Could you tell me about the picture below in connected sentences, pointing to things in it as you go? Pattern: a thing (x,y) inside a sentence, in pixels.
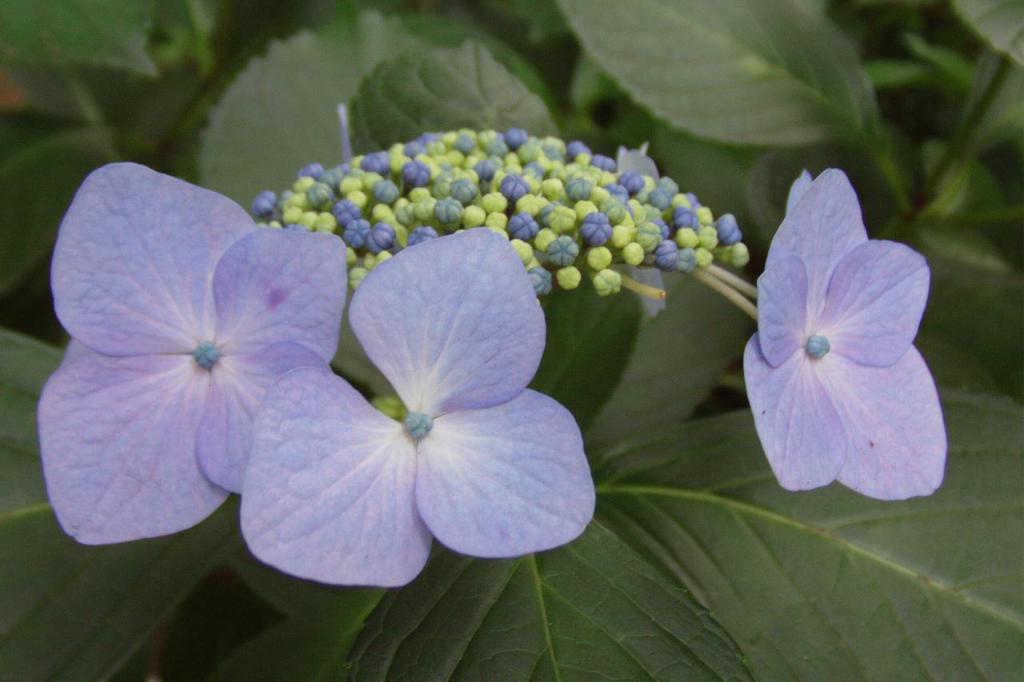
In the image we can see flowers (343,404), pale purple in color. We can even see bud flowers (492,208) and leaves (347,88).
